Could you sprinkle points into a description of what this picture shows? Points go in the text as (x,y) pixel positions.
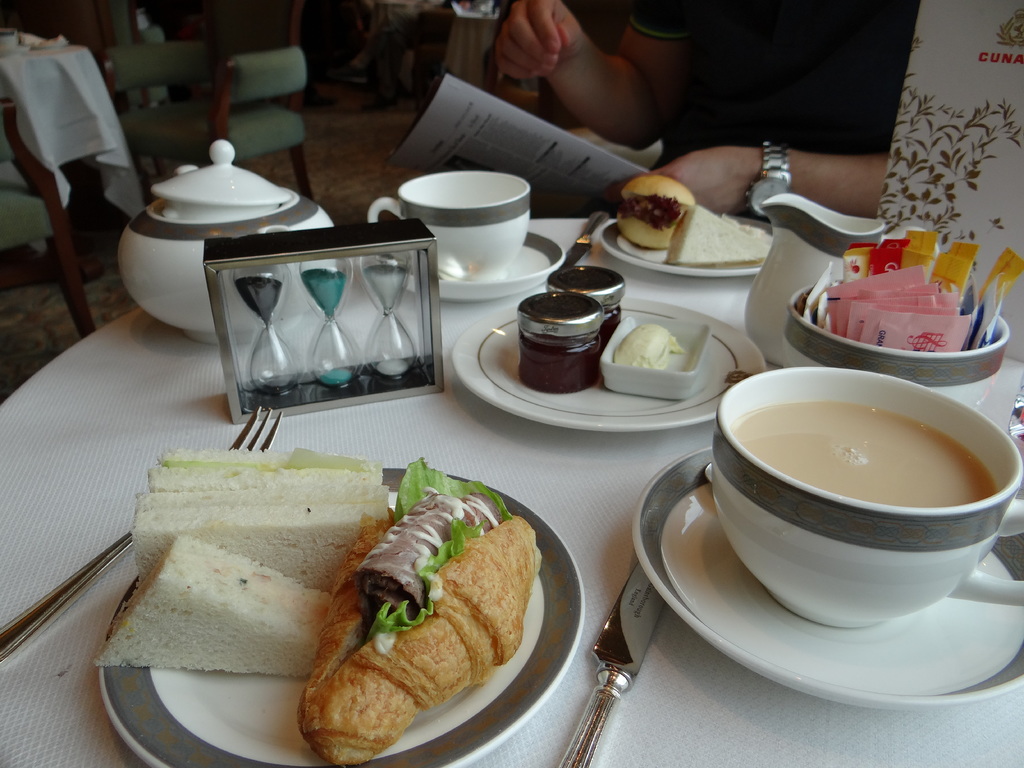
In this picture we can see a table (772,721). On the table (772,721) plates (577,596), cup (801,443), bowl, and some food (356,576). On the background (223,5) we can see some chairs (284,48) and this is floor (60,315). Here we can see a person (748,80).
